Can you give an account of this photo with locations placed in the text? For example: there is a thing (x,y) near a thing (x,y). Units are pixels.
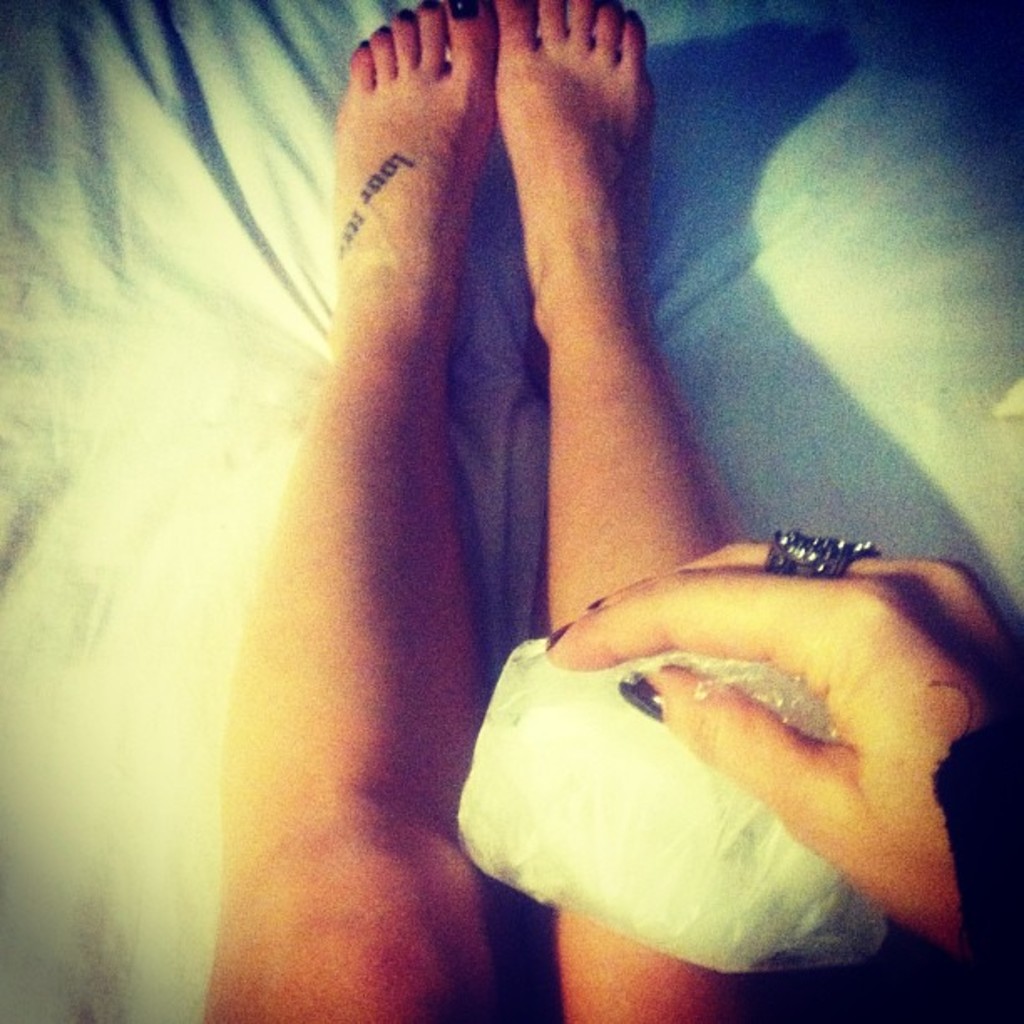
In this image, we can see person legs (546,313) on bed (161,770). There is a hand (835,626) in the bottom right of the image (926,809) holding an ice pack (656,851).
